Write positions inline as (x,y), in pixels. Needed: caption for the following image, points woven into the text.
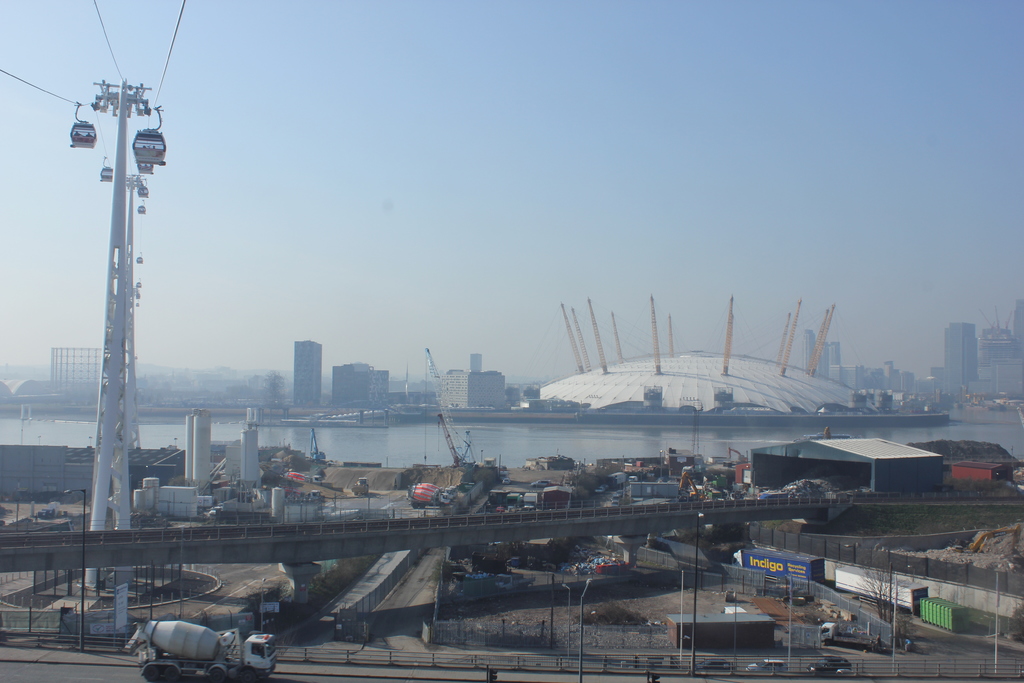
In this image we can see poles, vehicles (187,645), cable cars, bridge (276,549), containers (873,584), pillars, shed (932,467), towers (790,333), water (536,438), and buildings (1004,357). In the background (776,330) there is sky (881,284).
